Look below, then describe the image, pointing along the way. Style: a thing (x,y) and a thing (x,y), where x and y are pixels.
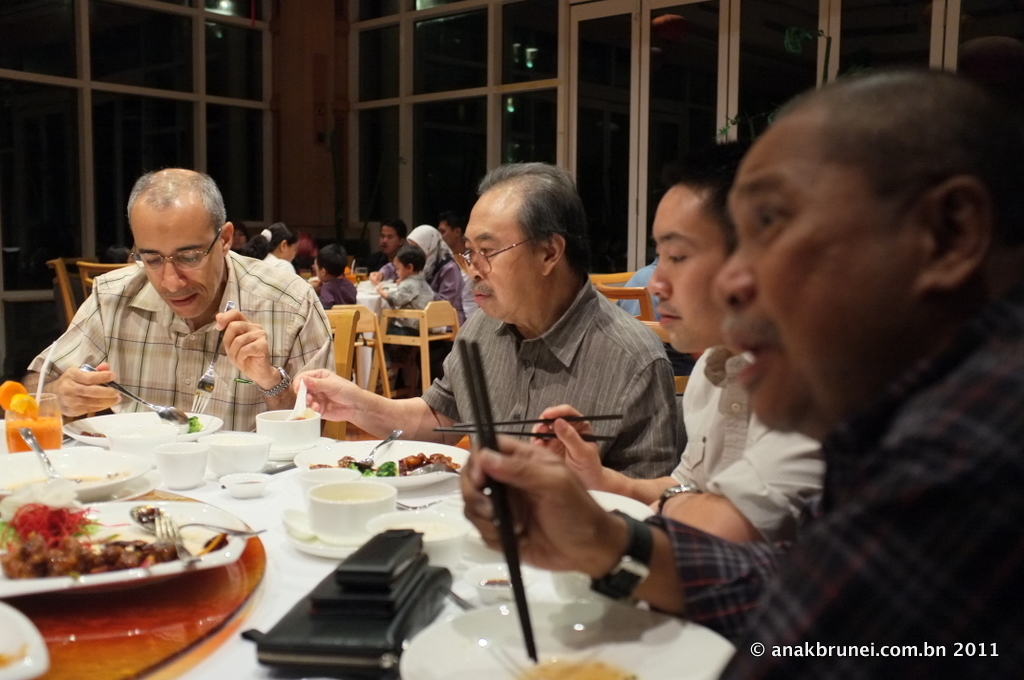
In this image I can see the plates (208,538) and bowls (347,505) on the table (284,559). I can see some people (500,305). In the background (452,166), I can see the windows (458,112).
